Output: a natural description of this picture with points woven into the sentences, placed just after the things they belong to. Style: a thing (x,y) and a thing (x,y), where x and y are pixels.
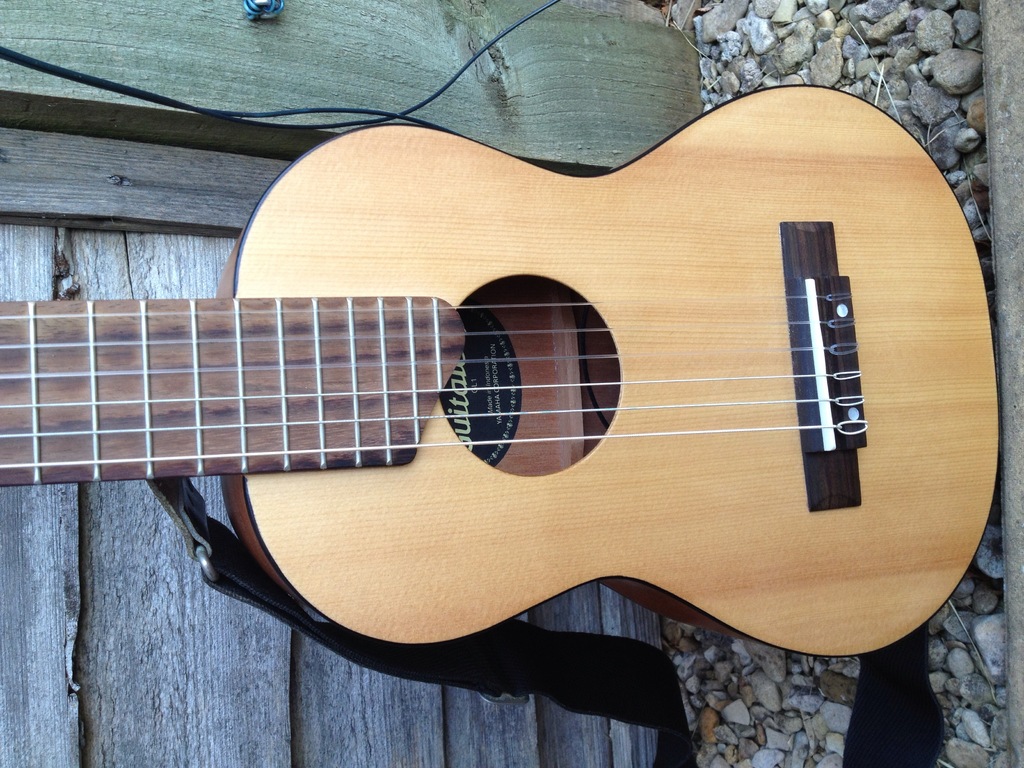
In this image I can see a guitar (741,278) and the stones (776,71).
